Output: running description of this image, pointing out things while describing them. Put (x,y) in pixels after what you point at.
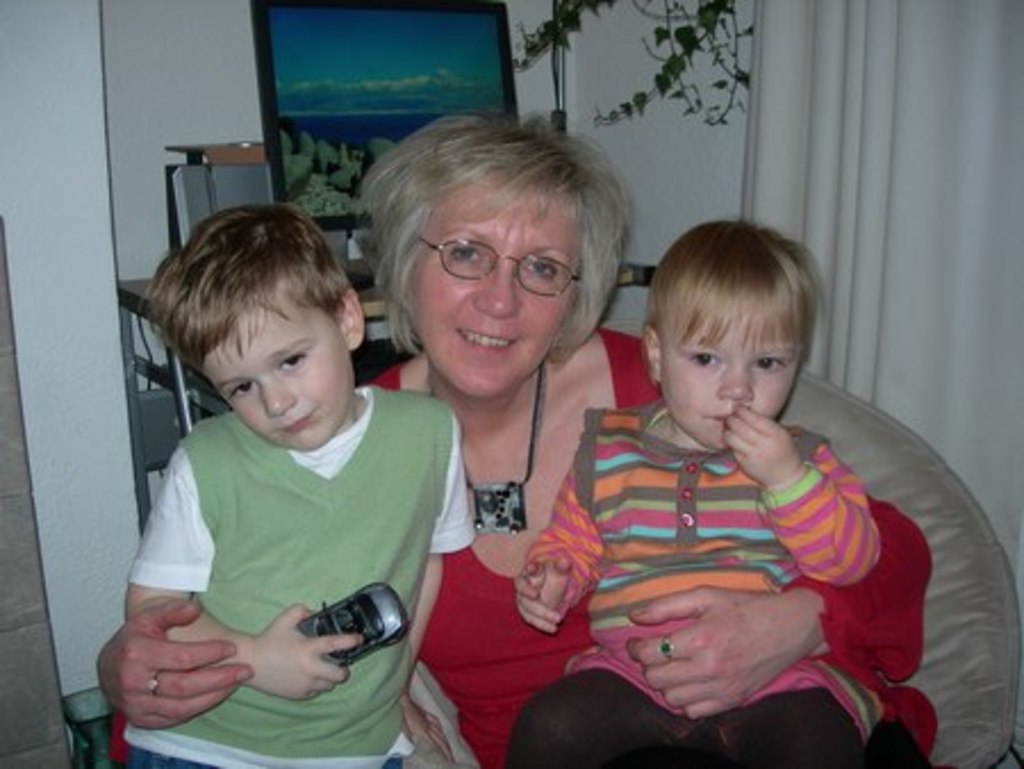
In this image I can see a woman (494,515) wearing red color dress (506,586) is sitting on a couch (928,486) and holding two children (582,595). In the background (842,155) I can see the wall (192,70), the curtain (863,153), a plant (630,105) and a desk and on the desk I can see a monitor (501,2).
